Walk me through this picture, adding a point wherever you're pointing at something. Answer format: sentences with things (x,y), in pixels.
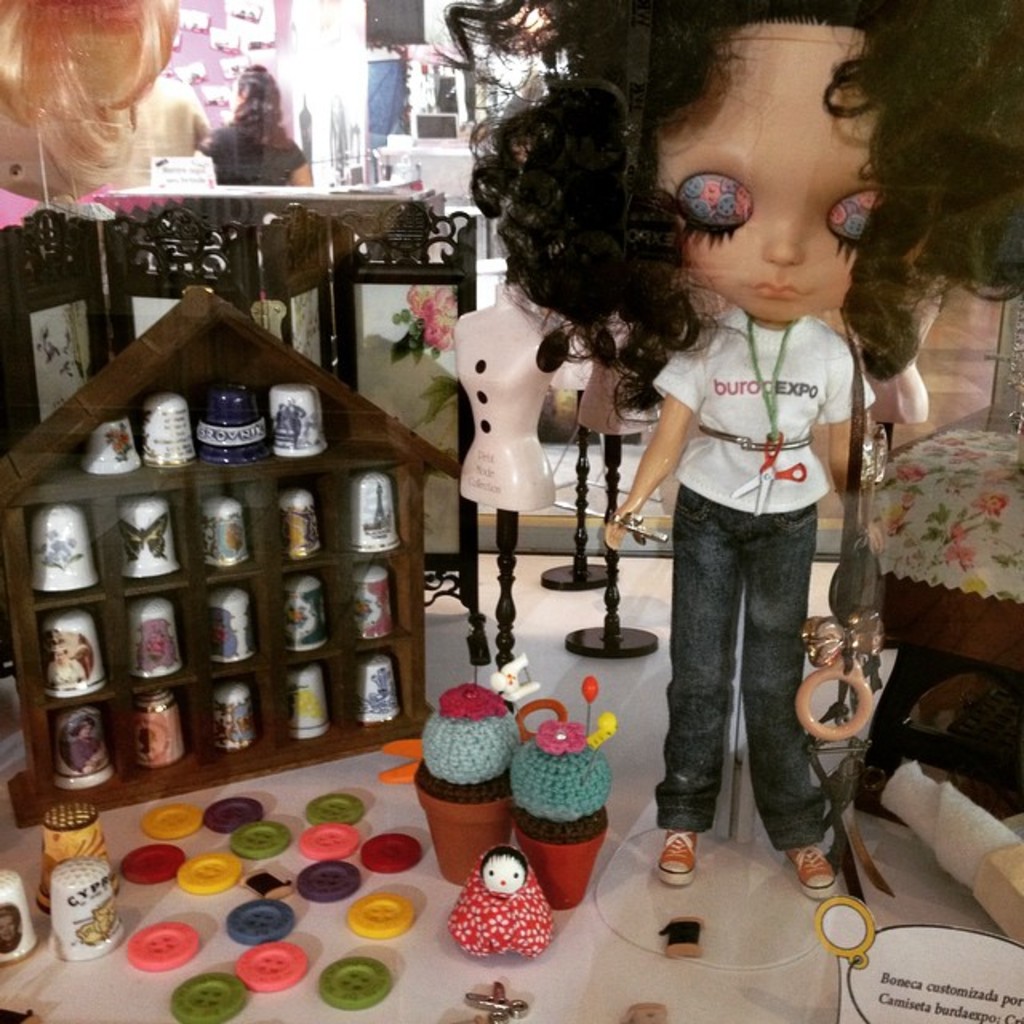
In the picture I can see a doll (801,510) which is having dress (792,520) on it and there are few objects (436,810) and a wooden stand (256,597) which has few thimbles (233,601) placed in it is in the left corner (238,545) and there are two persons (187,135) and some other objects (46,169) in the background (250,134).
